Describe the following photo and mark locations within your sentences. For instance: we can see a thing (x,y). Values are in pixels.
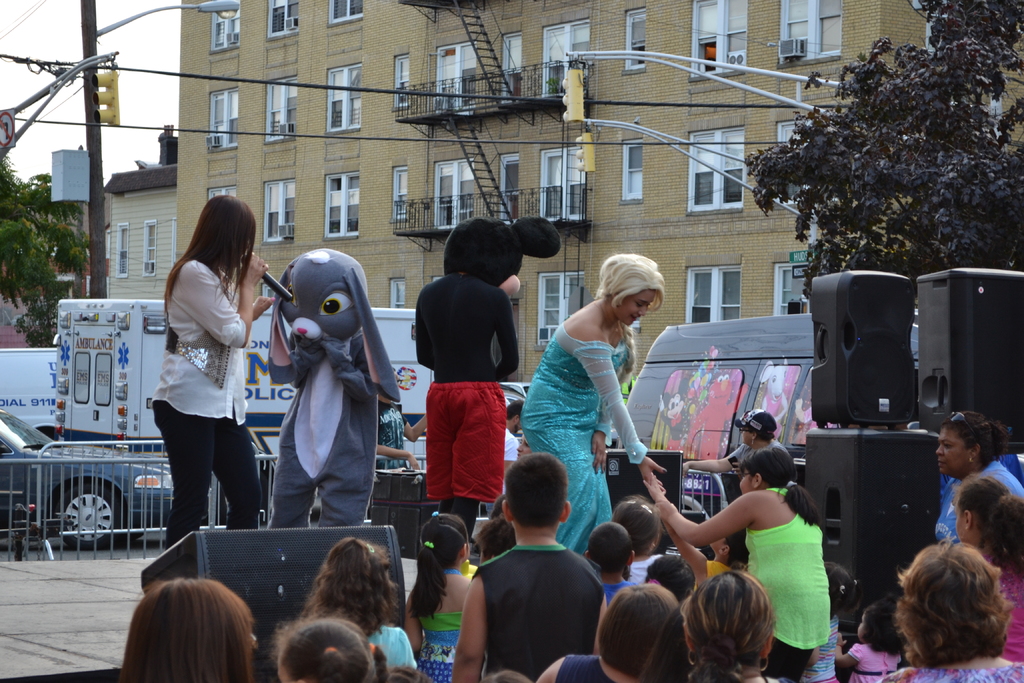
There is a group of people (548,441) at the bottom of this image (612,519) and there are vehicles (654,444) in the background (691,378). There are trees (1001,219) and buildings (434,178) in the middle of this image (586,257), and there is a sky (121,59) at the top of this image (119,34), and we can see a current pole (101,200) on the left side of this image (92,185).
